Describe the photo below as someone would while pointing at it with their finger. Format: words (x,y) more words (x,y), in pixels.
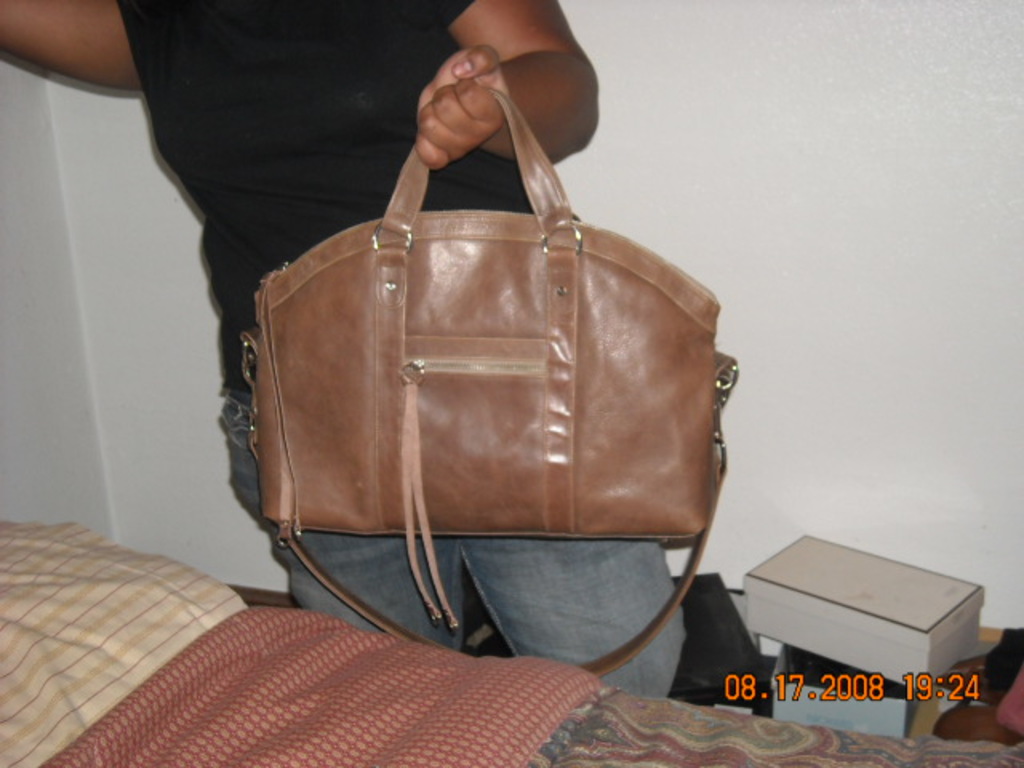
Here we can see a person (236,169) holding a handbag (476,413) in hand (466,151) and in front (869,752) her we can see a bed (880,763).
